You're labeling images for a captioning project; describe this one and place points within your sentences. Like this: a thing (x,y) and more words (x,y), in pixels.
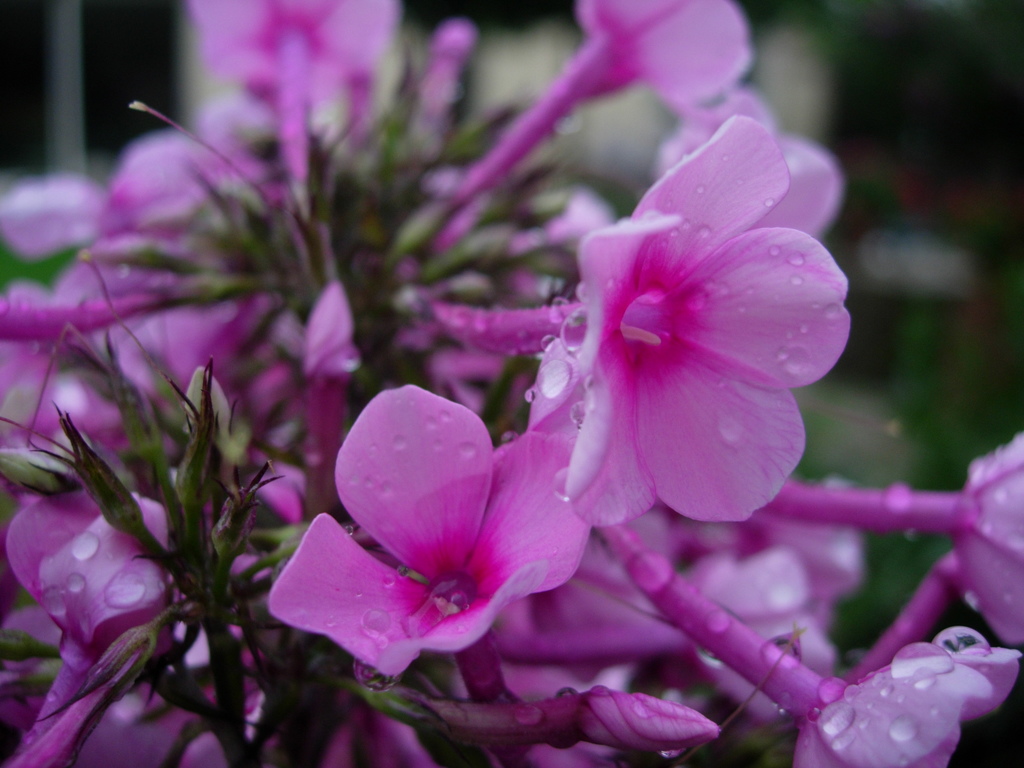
This image consists of flowers (841,521) which are pink in colour and the background (963,238) is blurry.
